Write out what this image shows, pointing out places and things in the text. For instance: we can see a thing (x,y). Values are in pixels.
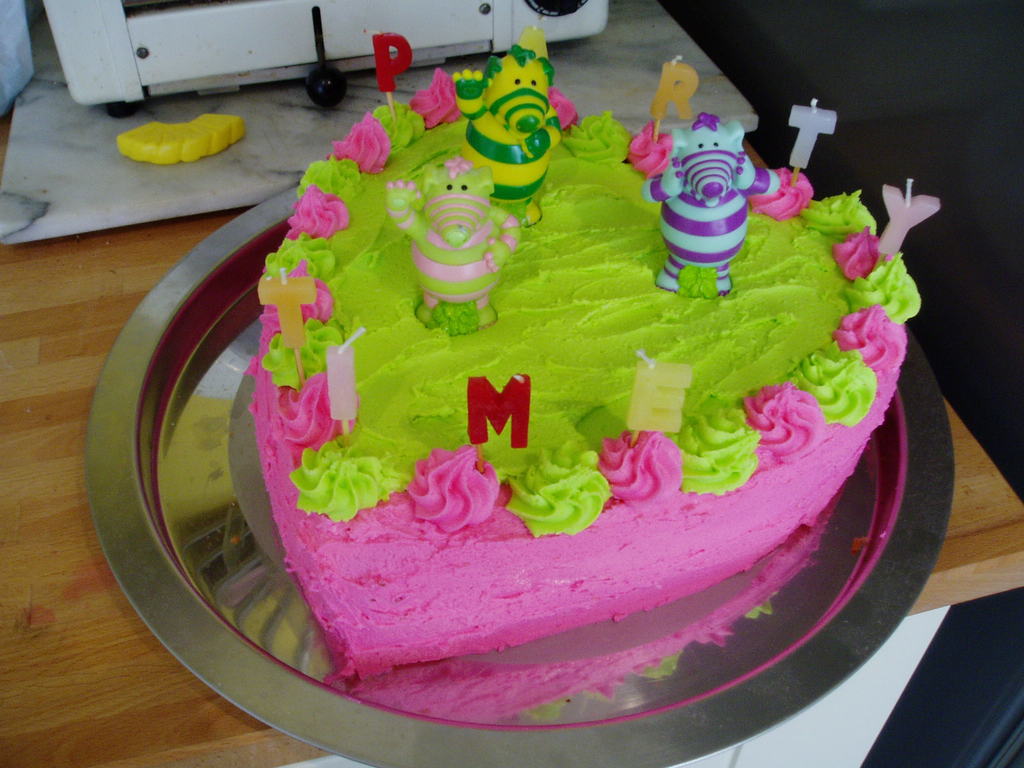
In this image I can see a cake (450,382) on a plate (124,356) with some letter candles (473,380) and toys (529,75) on a table (71,647). I can see a device (118,25) at the top of the image (149,52).
